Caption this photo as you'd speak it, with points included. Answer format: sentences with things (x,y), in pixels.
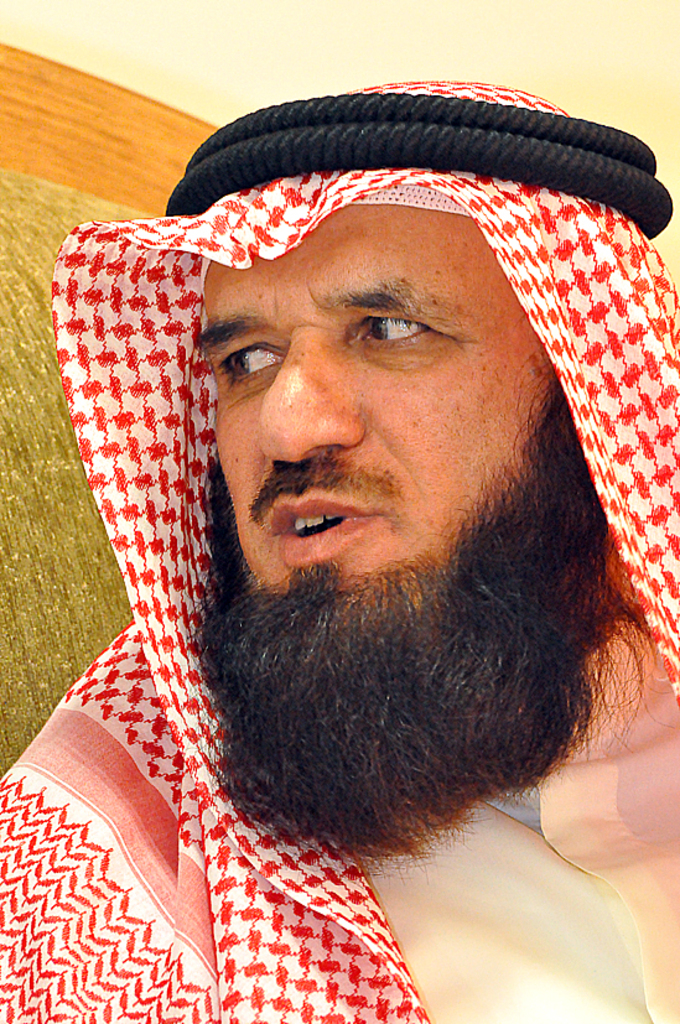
In the center of the image (353,424) there is a person (108,896). In the background (604,22) we can see wall (576,21).
